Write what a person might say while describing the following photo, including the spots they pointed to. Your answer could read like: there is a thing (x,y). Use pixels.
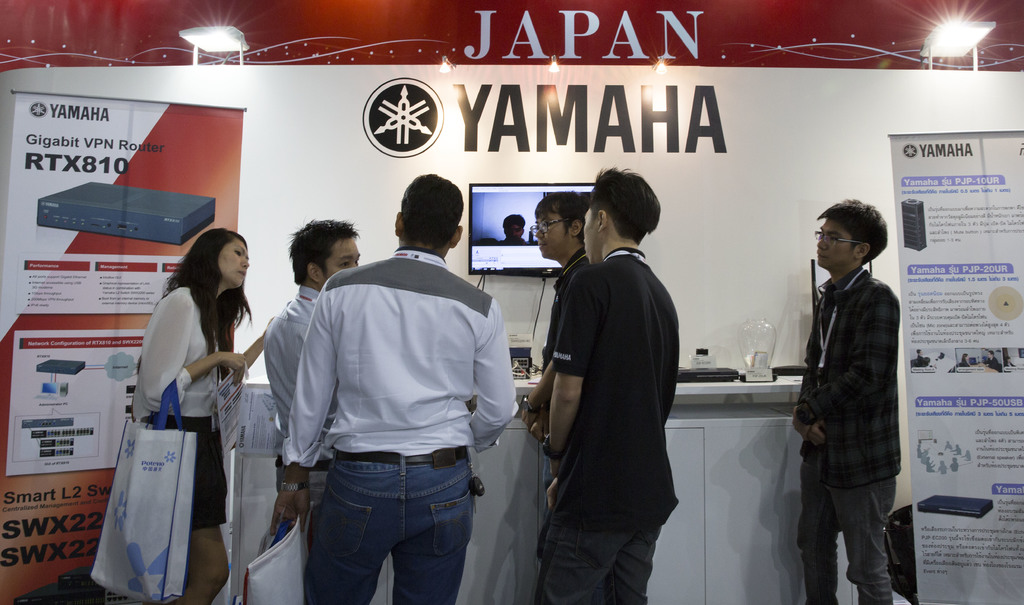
In this picture we can see some people (399,456) standing in the front (421,459) wearing black t-shirt (644,425) and white shirt (421,370), discussing something. Behind we can "Yamaha" written on the white banner (638,143) and a television (495,189) hanged on it. On both sides we can see the rolling banners (976,226).
